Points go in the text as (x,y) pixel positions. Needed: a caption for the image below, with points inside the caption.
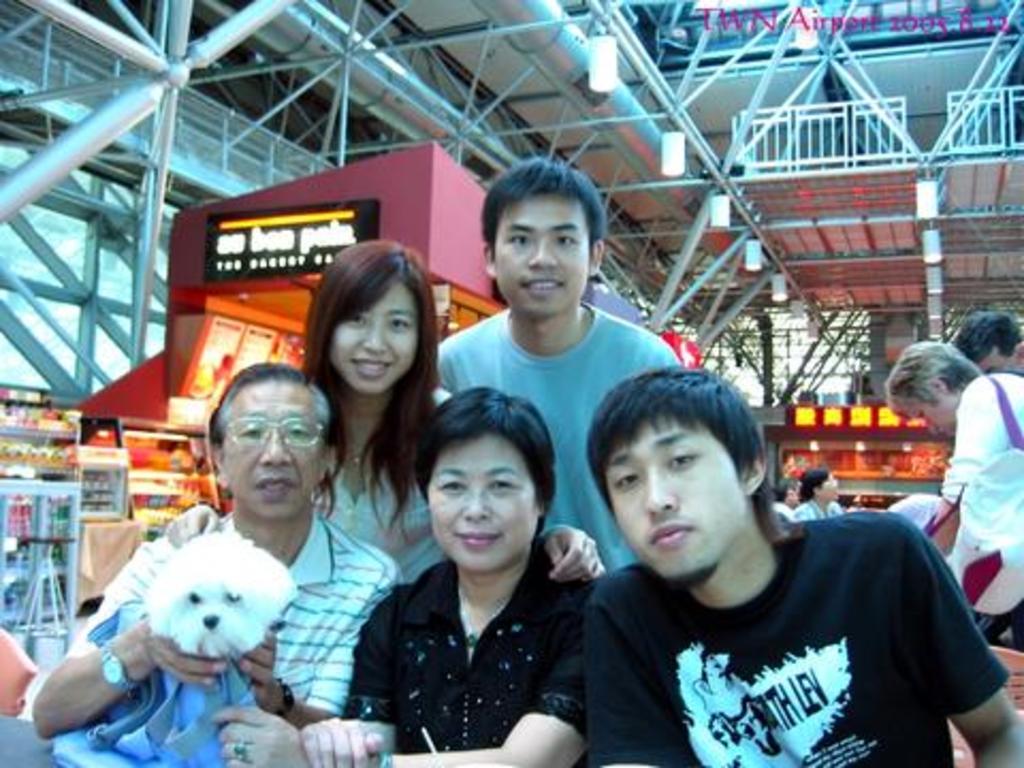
In this picture there is a man (319,547) holding a dog (197,636) and sitting on the chair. There is a woman (449,591) and a person (596,654) sitting on the chair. There are two people (557,408) standing at the back (374,352). There is a woman (970,381) and a man (1000,345) standing to the right (959,449).
